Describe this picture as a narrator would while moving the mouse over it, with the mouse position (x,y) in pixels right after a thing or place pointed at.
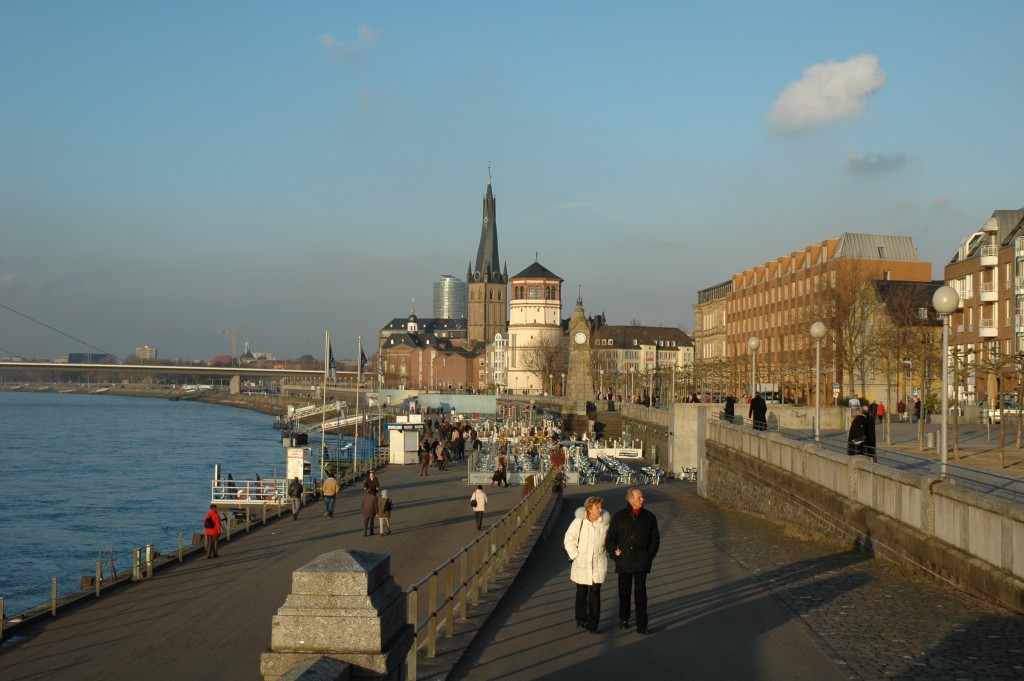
In this image we can see people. On the left (169,539) there is a sea (130,475). In the background (450,372) there are buildings (788,361), trees (655,385), poles (673,377) and sky (235,139). There is a railing (416,588). We can see flags (332,356).
